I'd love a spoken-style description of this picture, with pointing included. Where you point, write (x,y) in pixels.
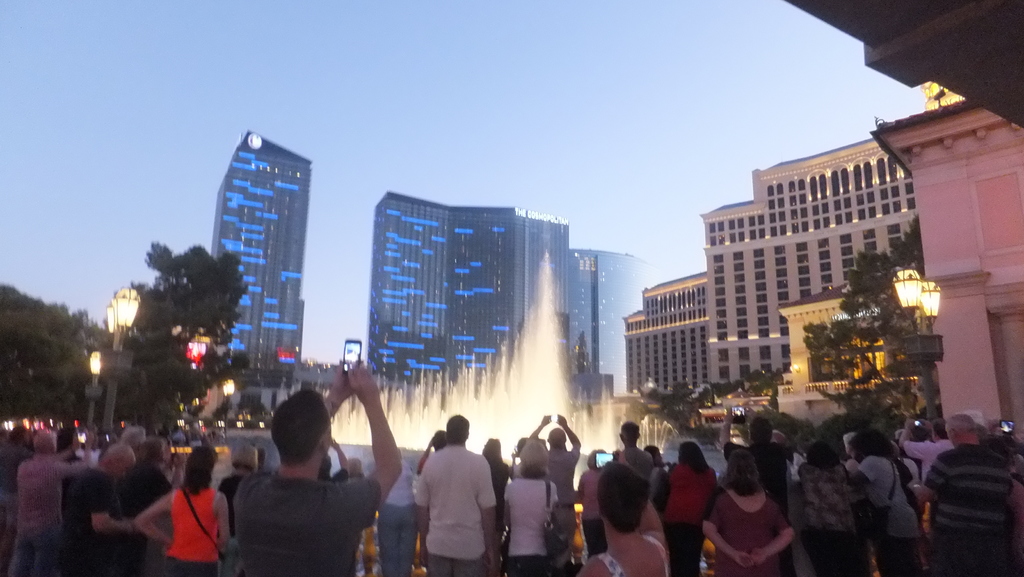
In this picture we can see a group of people (24,477) standing where some of them are holding mobiles (345,348) with their hands (364,381), water (398,385), trees (172,336), buildings (426,358), street light poles (923,349) and in the background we can see the sky (735,77).
